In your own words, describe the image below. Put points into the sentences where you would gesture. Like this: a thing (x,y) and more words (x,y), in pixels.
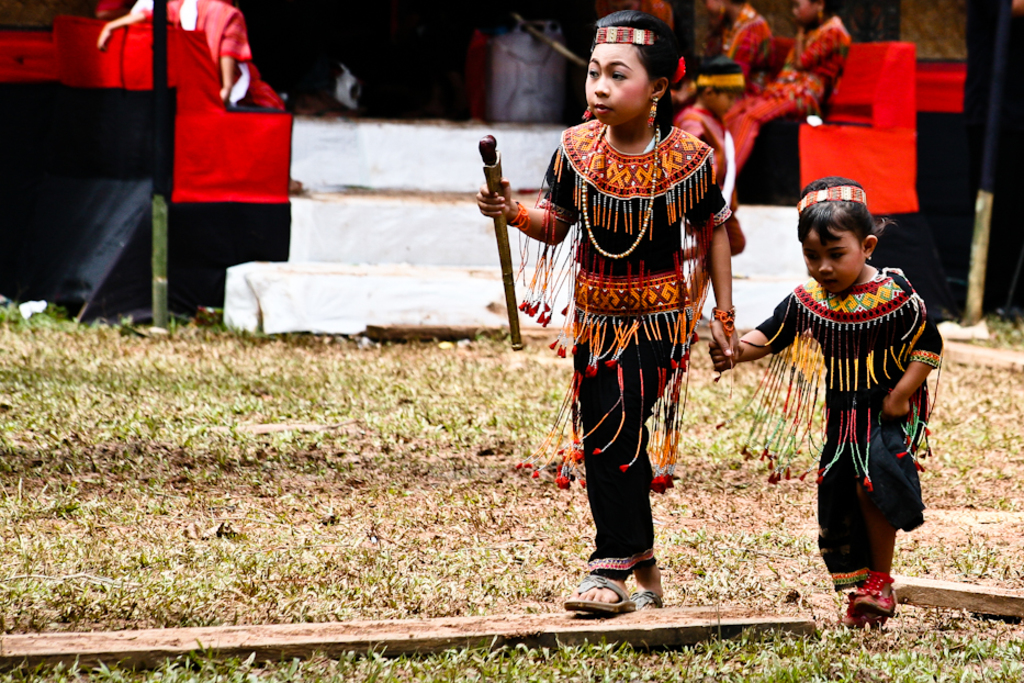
In this in the front (654,251) there are persons (785,316) walking. In the center (399,442) there is grass (381,415) on the ground (381,415). In the background (719,63) there are persons (719,63) sitting and there are steps (392,182) and there are poles (993,140) and there are objects (284,243) which are black in colour.
